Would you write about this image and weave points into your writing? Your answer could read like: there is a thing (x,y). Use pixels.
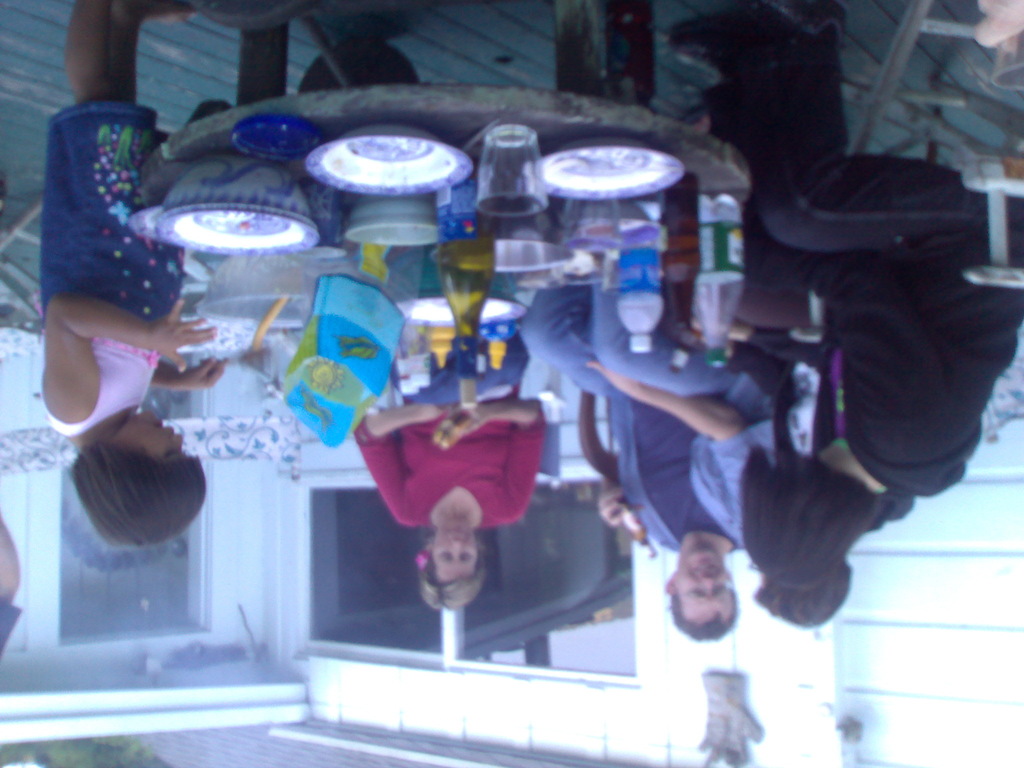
In this picture there are some people (529,452) and there is a table (341,184), on the table (339,239) there are bottles (475,238), plates (282,239), glasses (594,234), bowls (264,237), plastic covers (324,397) and some objects (494,283). And in the background (152,767) there is a house (656,680), trees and some objects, and at the top of the image (16,68) there is floor (1006,145).
